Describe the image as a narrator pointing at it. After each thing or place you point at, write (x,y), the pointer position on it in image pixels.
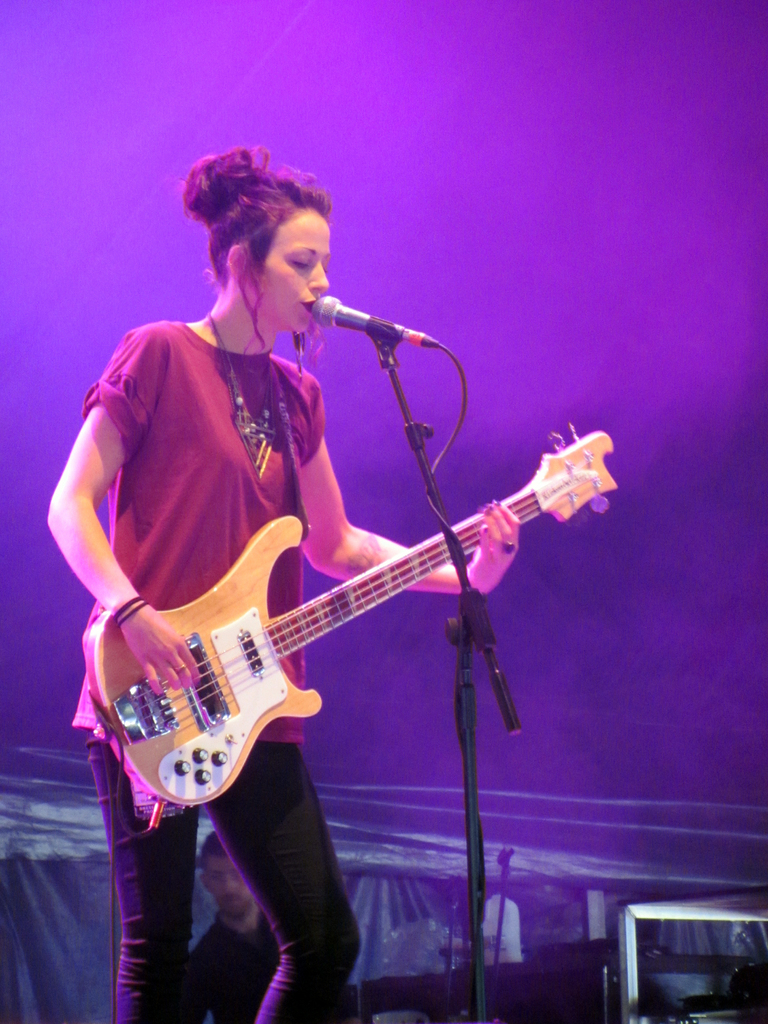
Here we see a woman (175,1023) playing a guitar (269,539) and singing with the help of a microphone (324,303).
